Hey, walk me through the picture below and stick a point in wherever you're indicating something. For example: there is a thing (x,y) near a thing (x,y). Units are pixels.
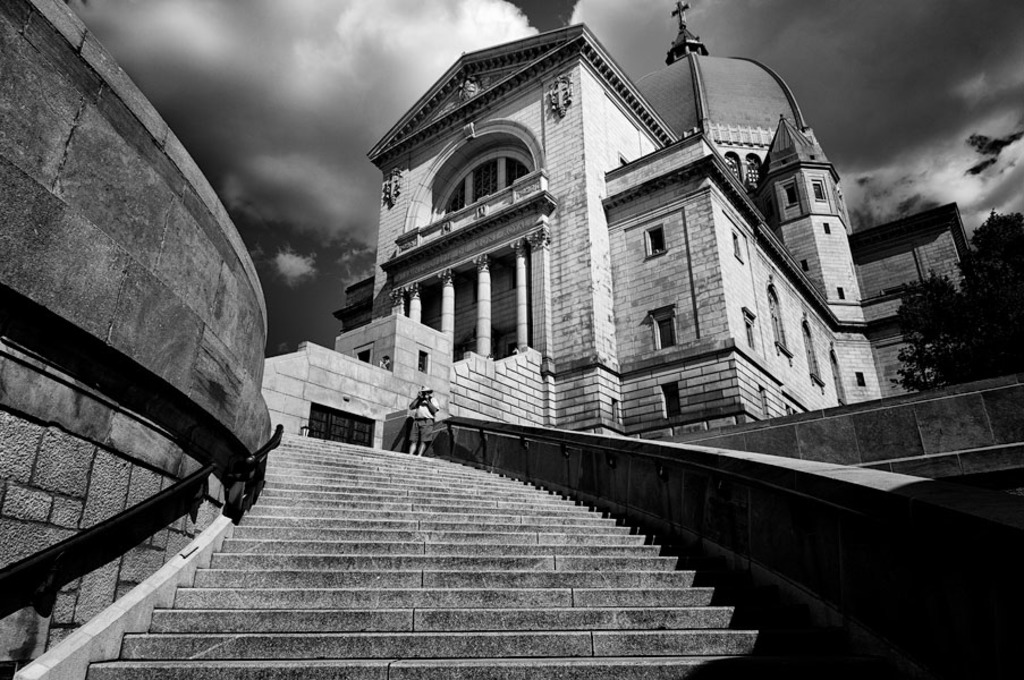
In this picture there is a staircase (371,571) and there are buildings (792,266) and trees (971,304) in the background (637,244).
